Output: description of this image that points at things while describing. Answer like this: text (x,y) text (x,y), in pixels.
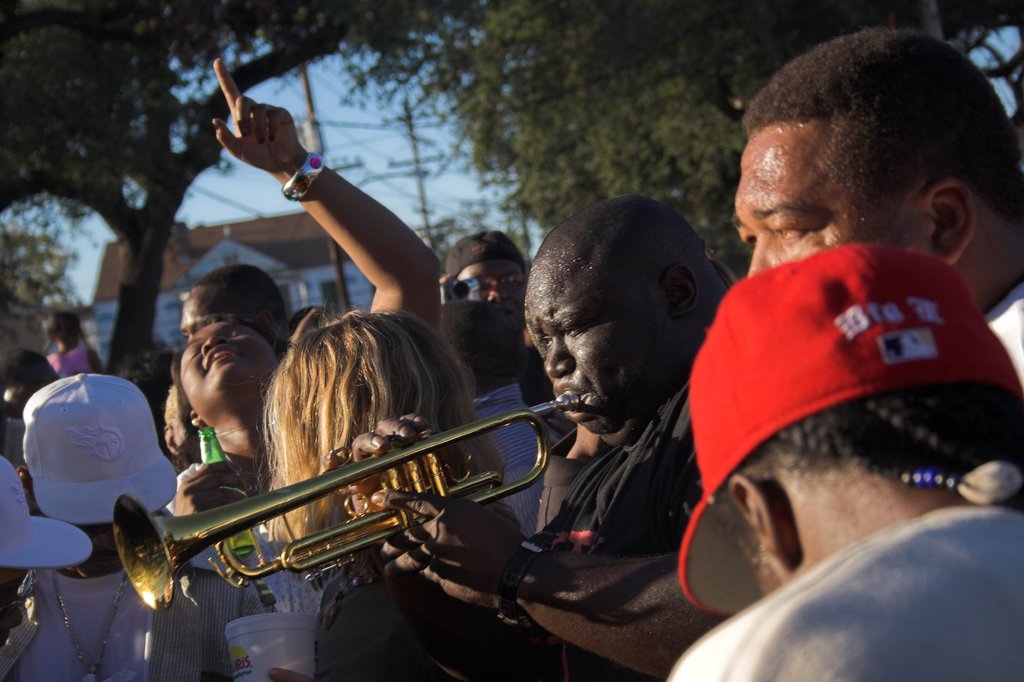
In this picture there is a man (673,435) who is standing in the center of the image (561,351), he is playing trumpet (380,475) and there are people (743,566) around him, they are dancing and there are trees (596,183) at the top side of the image (627,175), there is a house (108,277) in the background area of the image (98,286).
